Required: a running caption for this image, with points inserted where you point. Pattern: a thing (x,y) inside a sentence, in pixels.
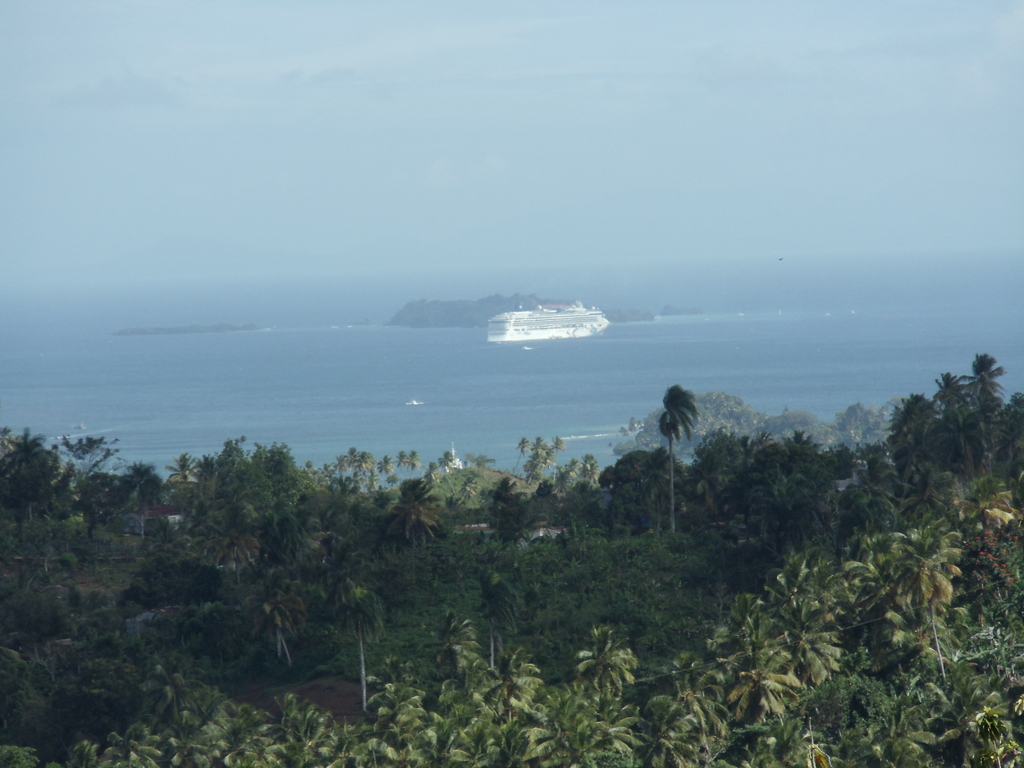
In this picture we can see ocean (537,385). On the bottom (751,618) we can see many trees (730,719). Here we can see ship (544,311) which is in white color. Beside that there is a mountain (458,317). On the top (545,75) we can see sky (501,67) and clouds (476,60).
